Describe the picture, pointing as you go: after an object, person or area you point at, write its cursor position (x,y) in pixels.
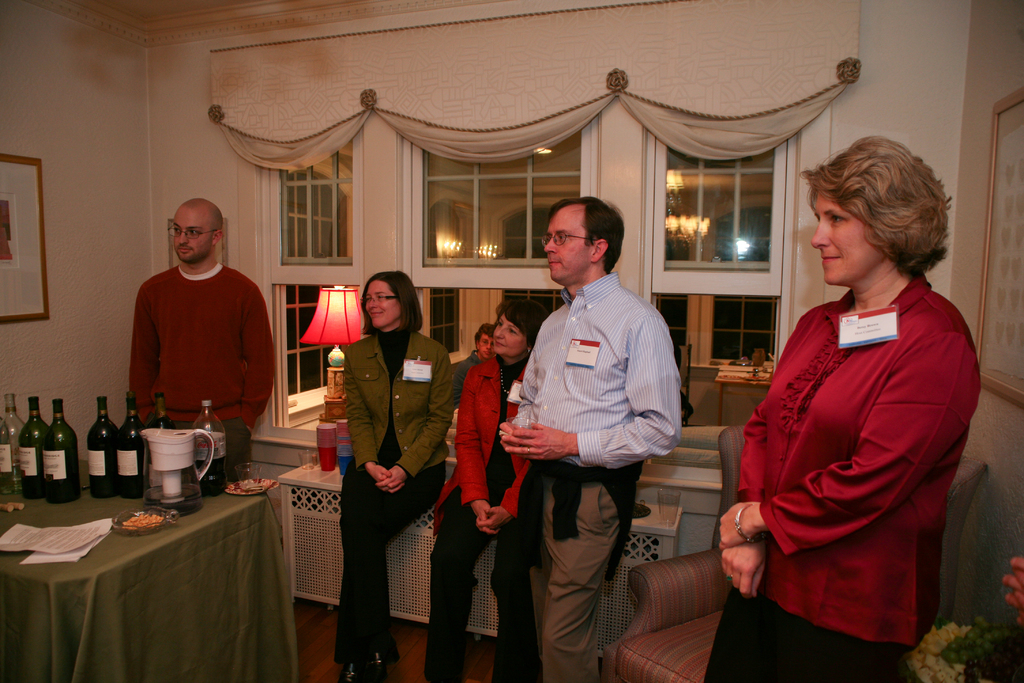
This image is taken indoors. In the background (292,147) there is a wall (859,126) with windows (428,231) and curtains (324,155) and there is a picture frame (21,227). On the left side of the image (252,606) there is a table (135,546) with a tablecloth (155,550) and many things (69,453) on it and a man (196,297) is standing on the floor (314,659). In the middle of the image (385,440) a man (587,411) and two women (443,477) are there and there is a table (304,481) with a lamp (314,330) and a few things (349,471) on it. On the right side of the image (692,601) there is a flower vase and a couch (698,612) and a woman (777,568) is standing on the floor (329,668).
